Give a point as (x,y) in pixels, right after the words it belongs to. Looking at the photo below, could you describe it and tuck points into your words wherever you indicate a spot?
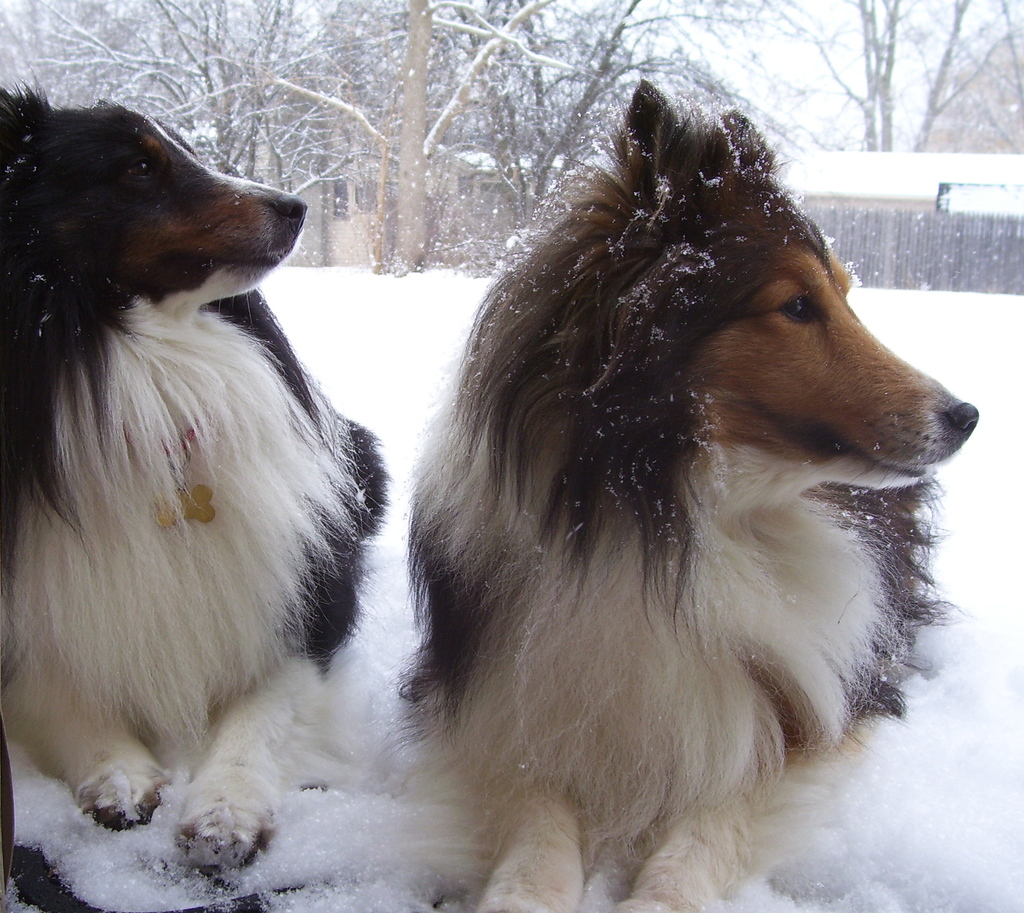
In this image we can see two dogs (538,697) on the snow (370,905). In the background of the image (397,143) there are trees (113,36) and house (868,182). There is a wooden fencing (883,255).
